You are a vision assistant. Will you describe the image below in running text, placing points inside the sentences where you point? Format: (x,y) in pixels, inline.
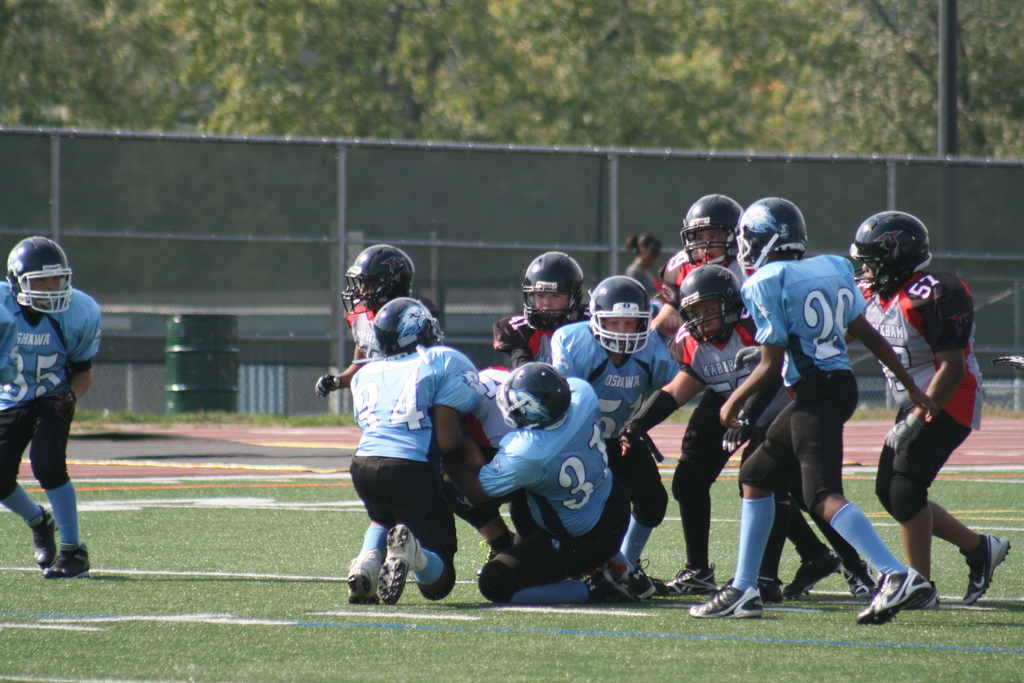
In the center of the image (520,354) we can see a few people (707,367) are in different costumes (762,313). And we can see they are wearing helmets (27,290). In the background (532,202), we can see trees (476,61), grass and a few other objects (221,379).
